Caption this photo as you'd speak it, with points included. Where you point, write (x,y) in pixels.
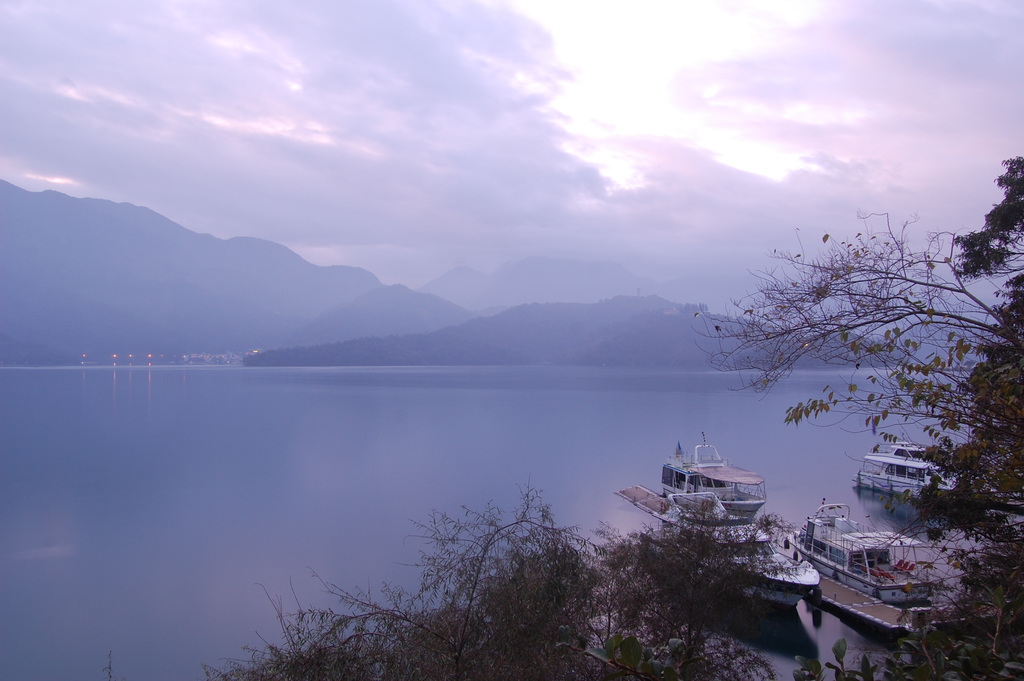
This image is clicked outside. There are trees (698,533) at the bottom (973,650) and right side (959,508). There are boats (792,589) at the bottom (761,579). There is water (468,428) in the middle (470,429). There is sky (451,222) at the top (456,54). There are mountains (495,303) in the middle (383,303).
